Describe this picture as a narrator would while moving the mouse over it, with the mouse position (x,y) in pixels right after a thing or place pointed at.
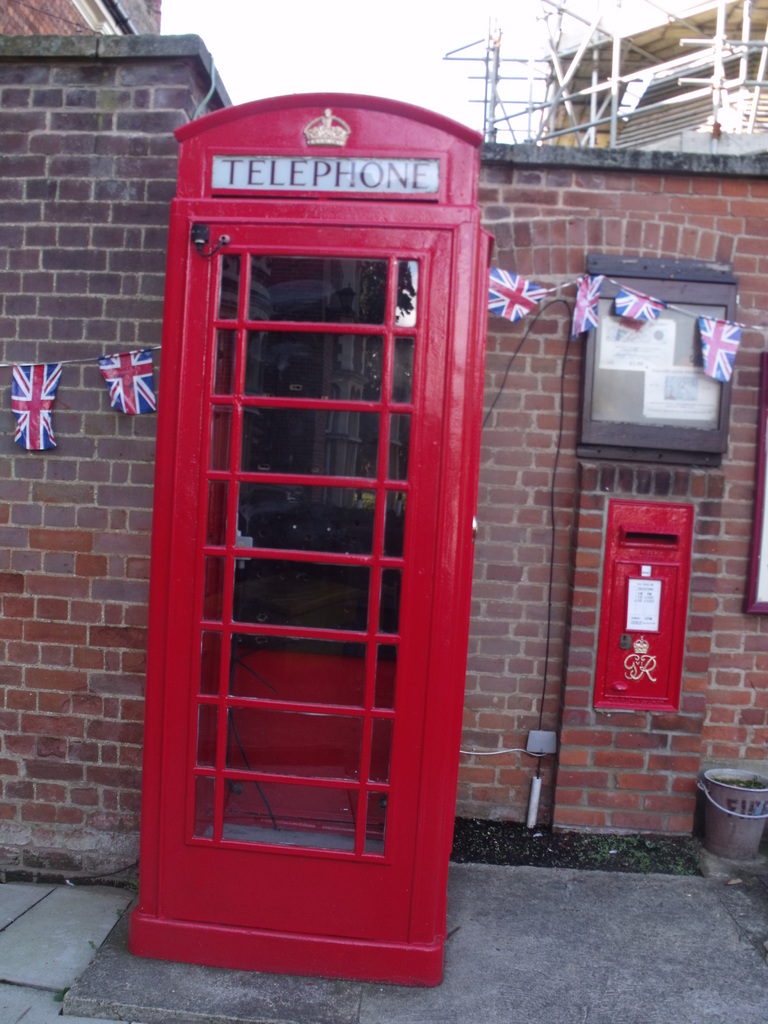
In the image there is a telephone booth (228,890) in front of a brick wall (28,323) and above its sky (371,43).
